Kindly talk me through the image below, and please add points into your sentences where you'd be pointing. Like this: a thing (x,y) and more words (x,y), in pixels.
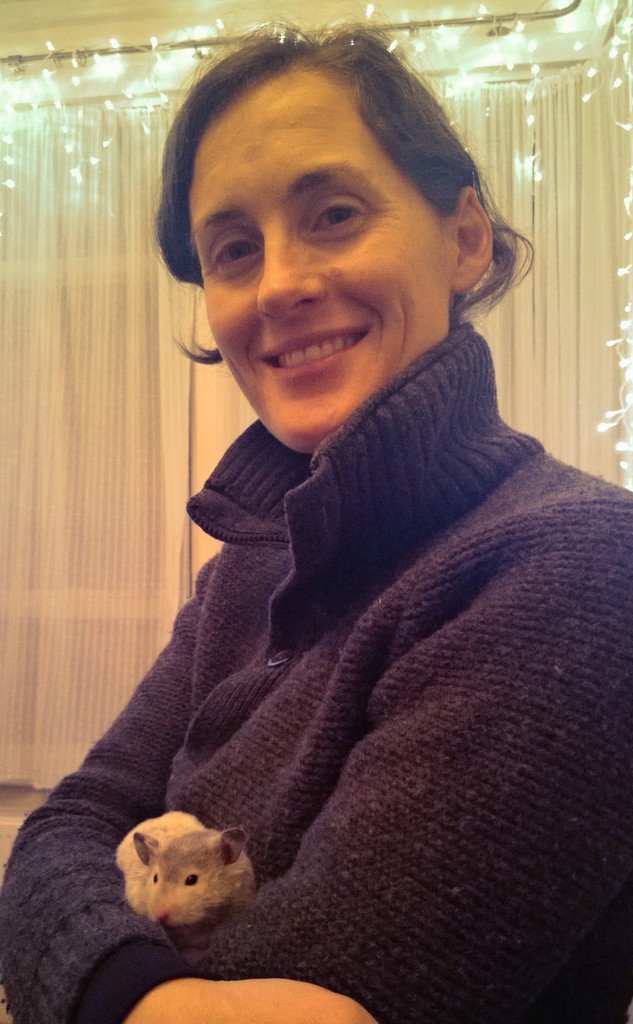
Here a woman (393,653) is wearing a sweater (392,744). And she hold a hamster (163,878) on his hands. And the background (90,495), we can see white color curtain (76,253), some lights (115,44), a rod (559,16).
